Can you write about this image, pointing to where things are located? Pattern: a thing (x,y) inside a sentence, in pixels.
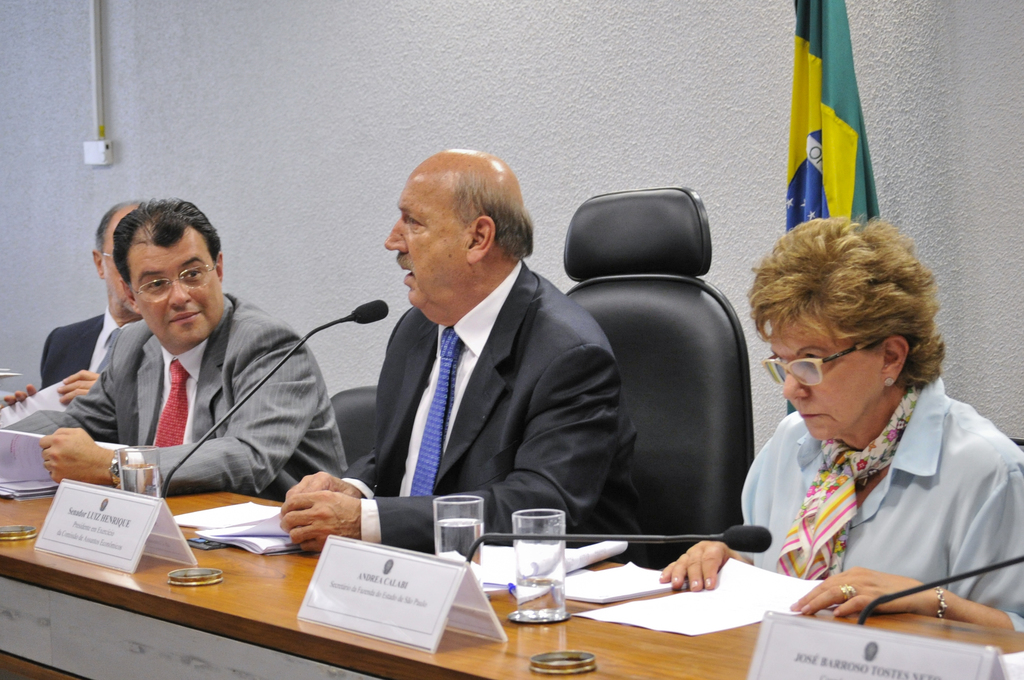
In this image I can see few persons (502,305) are sitting on chairs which are black in color in front of the brown colored desk (295,633). On the desk (568,639) I can see few glasses (557,616), few papers (20,449), few microphones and few white colored boards (422,574). In the background (248,193) I can see the white colored wall (441,84) and the flag (835,139).
